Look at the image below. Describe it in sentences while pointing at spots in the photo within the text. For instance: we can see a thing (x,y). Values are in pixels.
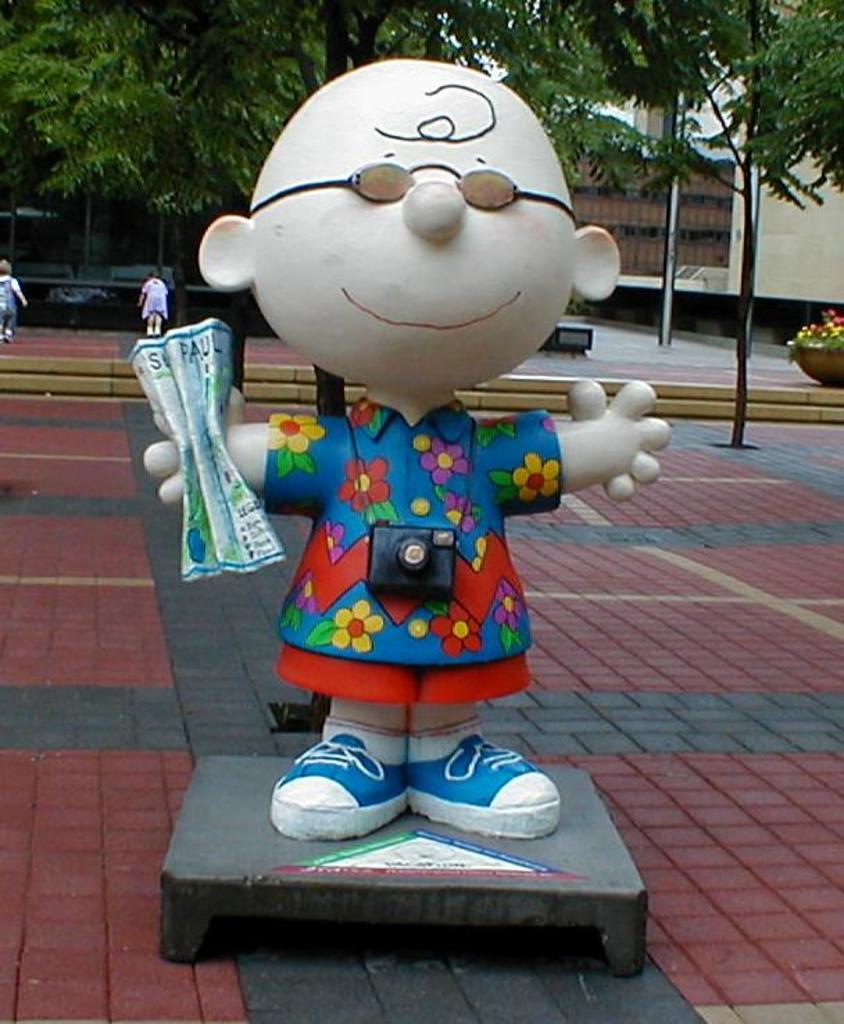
In the center of the image (516,662) there is a depiction (550,469) of a person (435,246). In the background of the image (338,36) there are trees (43,74), buildings (617,198). At the bottom of the image (387,972) there is pavement (53,947).
